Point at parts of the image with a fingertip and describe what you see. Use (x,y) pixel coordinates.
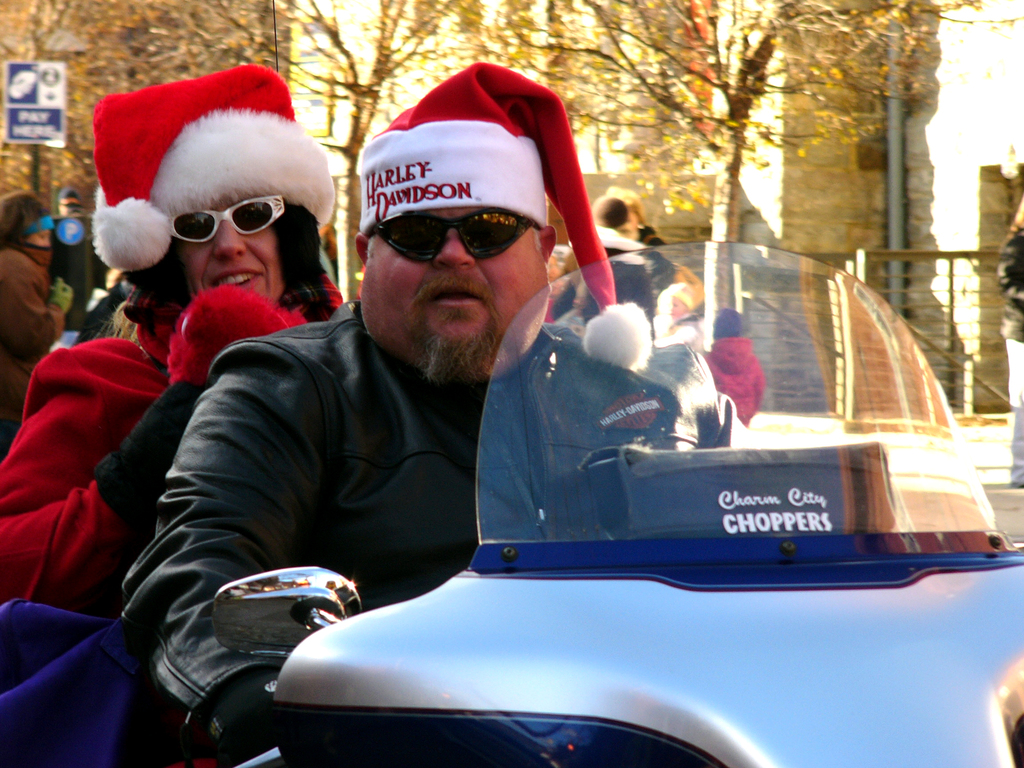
In this picture we can see a man (186,447) and a woman (331,281) sitting on a vehicle (620,607). We can see few people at the back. There is a signboard (57,99) on the pole (39,155). We can see few trees (77,60) in the background (69,19).
